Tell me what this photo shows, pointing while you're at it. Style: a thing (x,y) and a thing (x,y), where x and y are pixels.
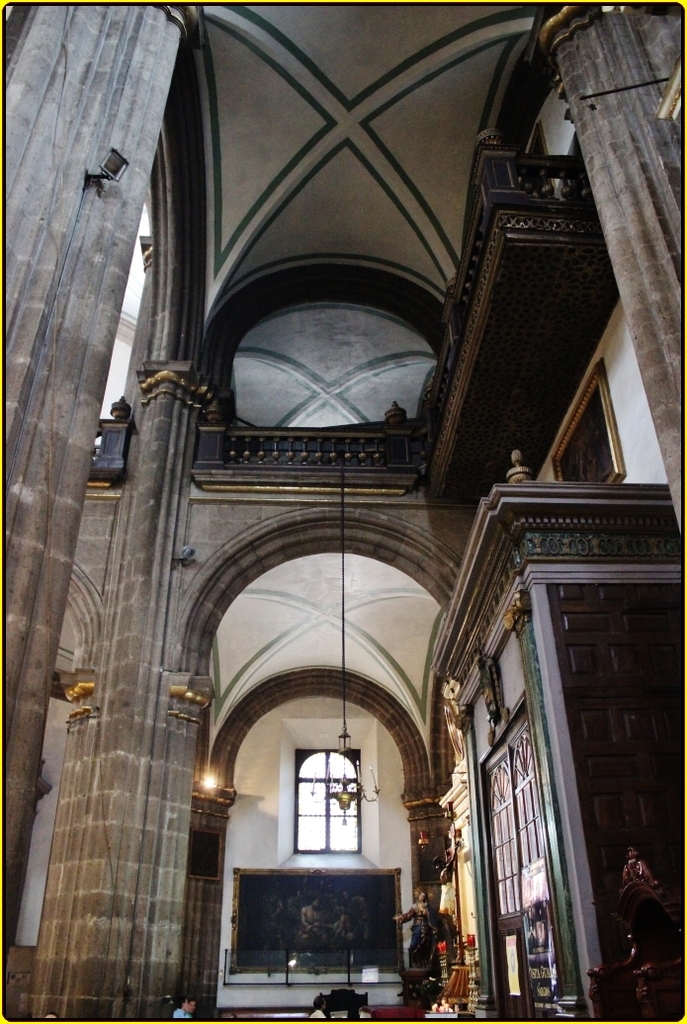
This picture is clicked inside the building (401,898). On the right bottom (667,685), we see a cupboard (605,768) and on left bottom (207,983), we see pillars (147,815) and on background (372,795), we see a room (311,945) and a board (318,899) which is black in color and behind that, we see white wall (276,777) and on top of the picture (218,65), we see the ceiling (388,228) of the room (352,212).
